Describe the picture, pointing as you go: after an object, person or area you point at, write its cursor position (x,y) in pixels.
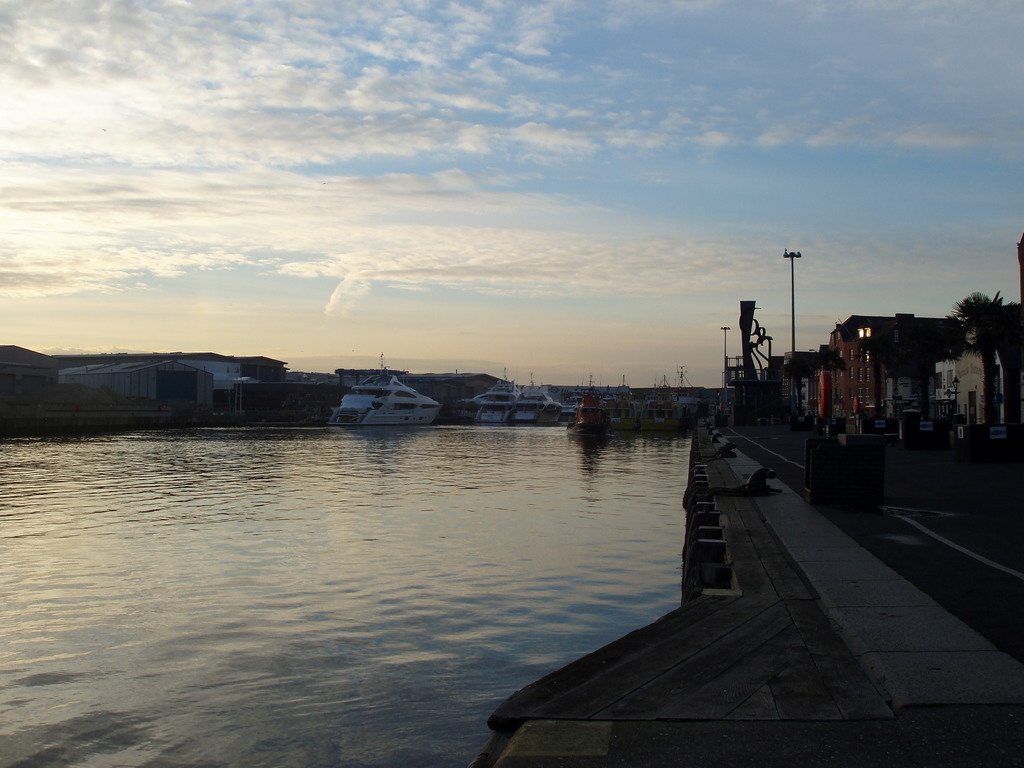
In this image we can see boats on the water (402,570). Also there are buildings (195,367). And there is a road (940,546). In the background (529,204) there is sky (428,190) with clouds (410,194).
